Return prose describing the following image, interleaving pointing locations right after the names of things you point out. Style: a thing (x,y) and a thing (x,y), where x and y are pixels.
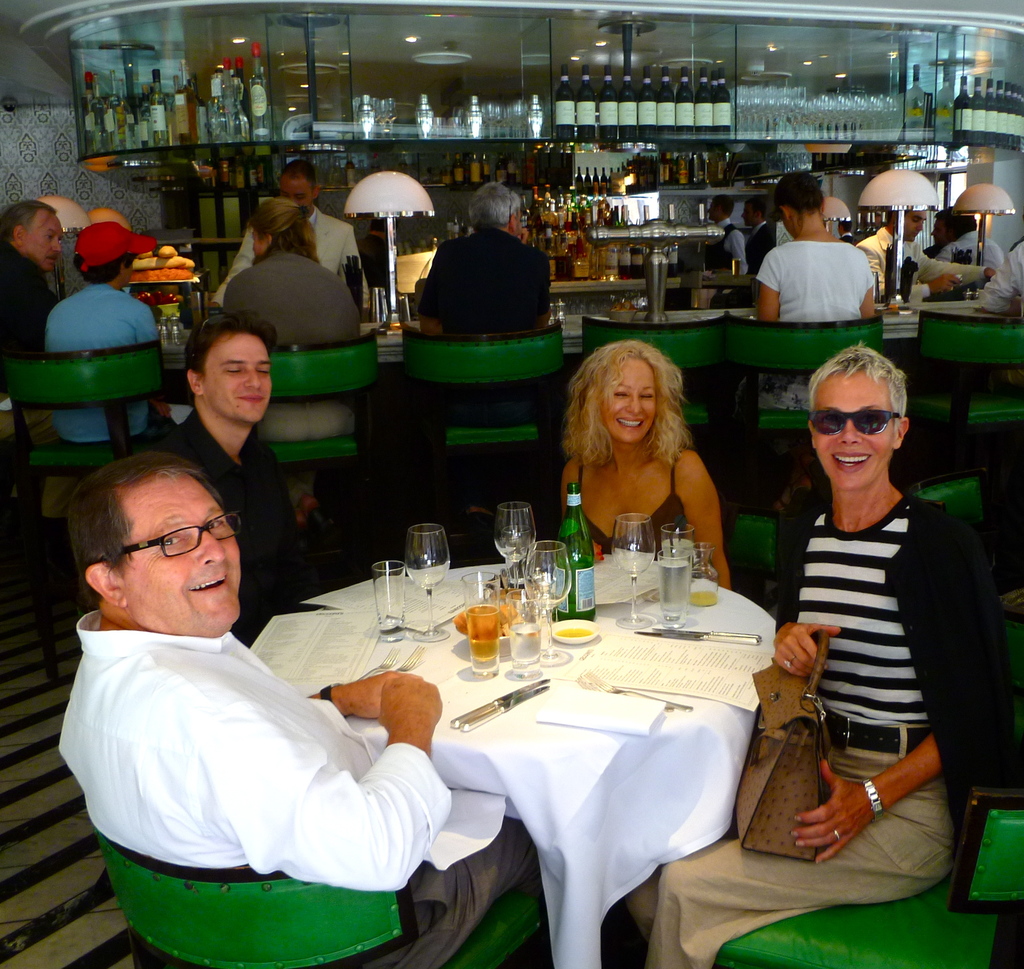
This picture describes about group of people (139,301) they are seated on the chairs (329,398), while some are serving, in front of them we can find glasses (527,546), paper (646,662), bottle (575,570) on the table (561,645), in the background (161,129) we can see bunch of bottles (184,103).
